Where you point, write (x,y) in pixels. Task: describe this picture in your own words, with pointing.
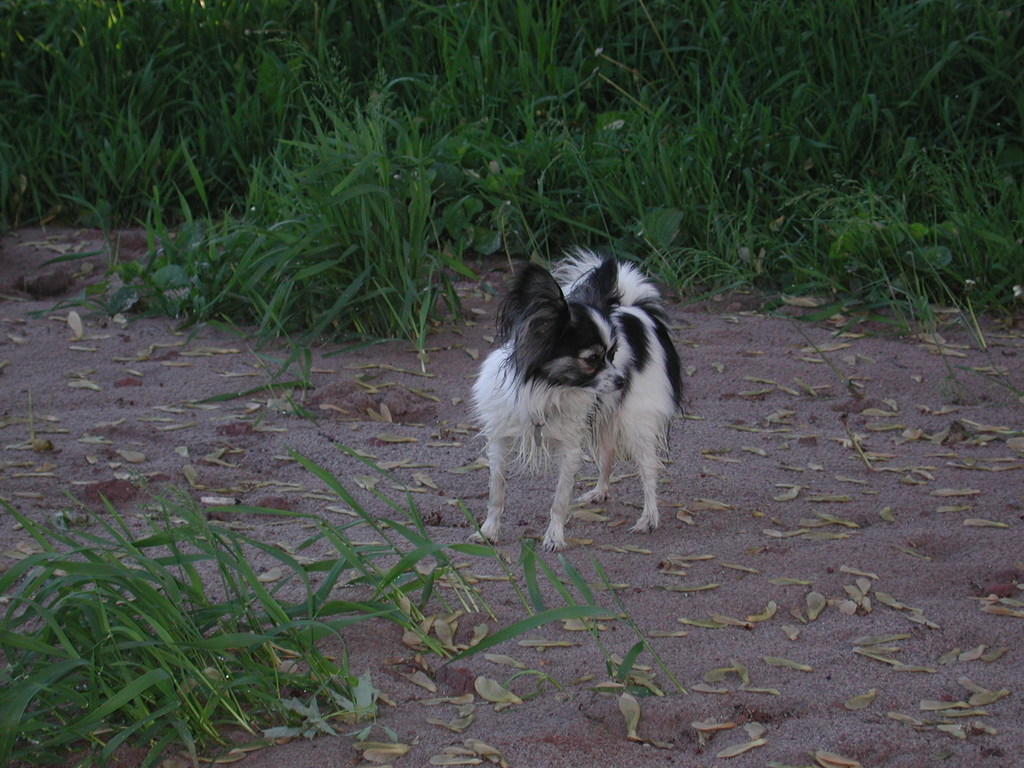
In this image I can see a white and black colour dog (531,340) is standing on the ground (479,514). I can also see grass (200,16) in the front (515,568) and in the background of the image (287,285).
